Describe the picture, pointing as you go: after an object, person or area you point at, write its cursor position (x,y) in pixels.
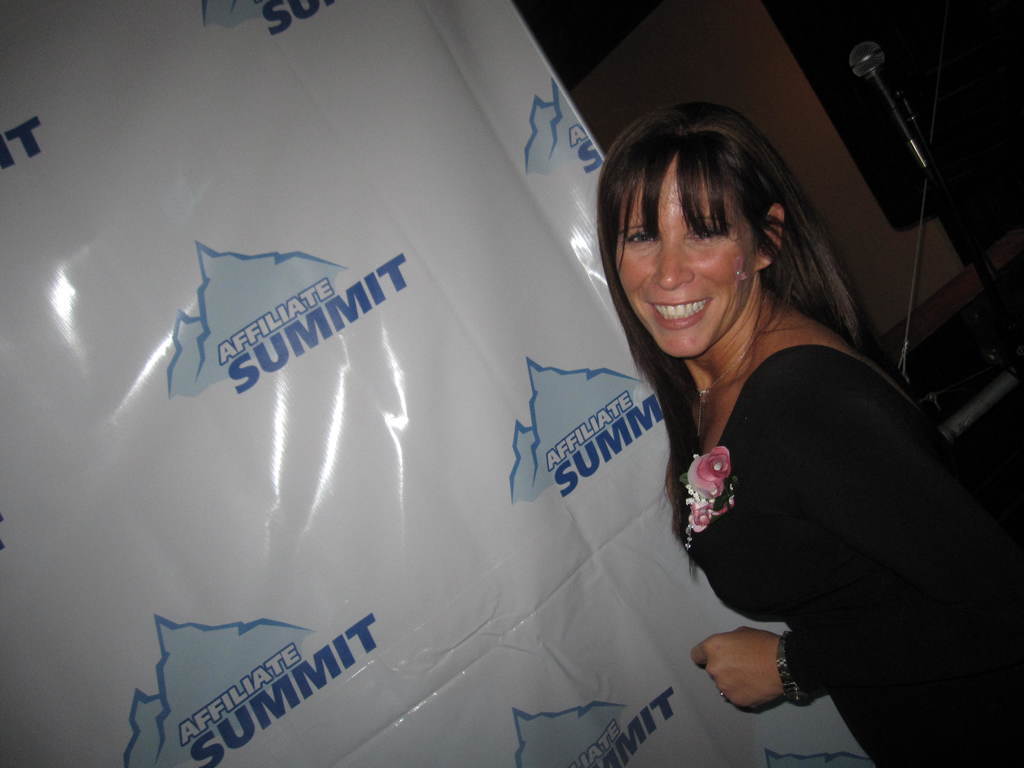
In this image we can see a woman (847,622) is standing and smiling. She is wearing black dress (807,530) with pink brooch (713,481). Background (198,177) white color poster (393,297) is there. Right side of the image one mic (916,163) is present.
